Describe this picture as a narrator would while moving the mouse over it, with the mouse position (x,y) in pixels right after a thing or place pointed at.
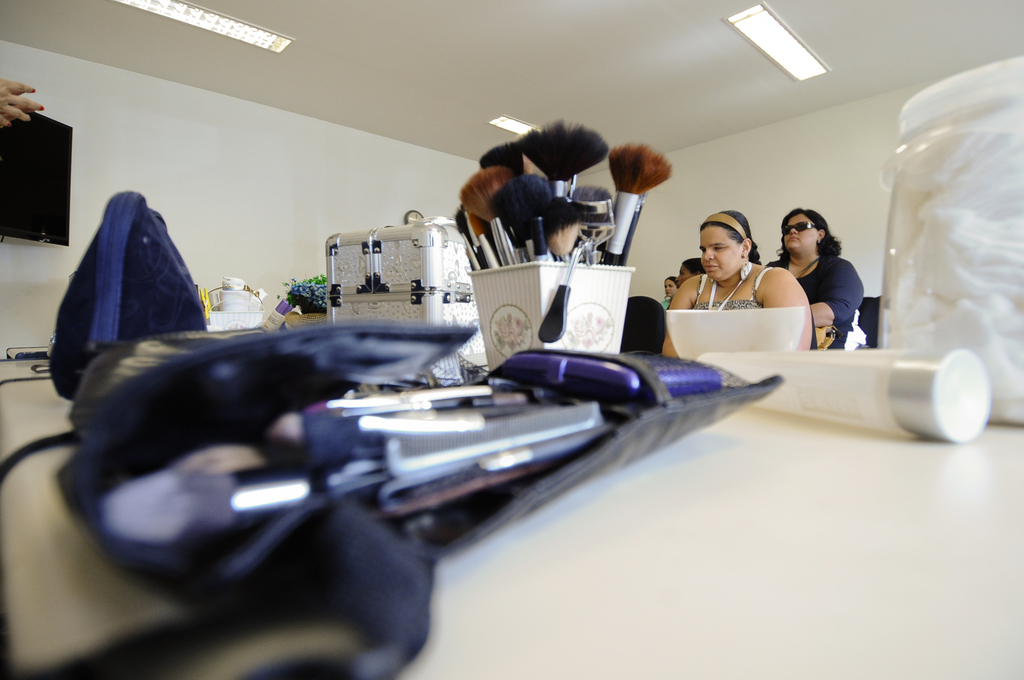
There are few people (711,279) sitting. These are the makeup brushes (547,249), which are kept in a stand (544,273). I can see few cosmetics (895,400), makeup brushes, bowl (708,340), box (412,249) and few other things (980,313) are placed on the table (741,535). These are the ceiling lights (262,39), which are at the top (769,43). On the left side of the image (56,179), that looks like a screen (47,204), which is attached to the wall (90,183).
